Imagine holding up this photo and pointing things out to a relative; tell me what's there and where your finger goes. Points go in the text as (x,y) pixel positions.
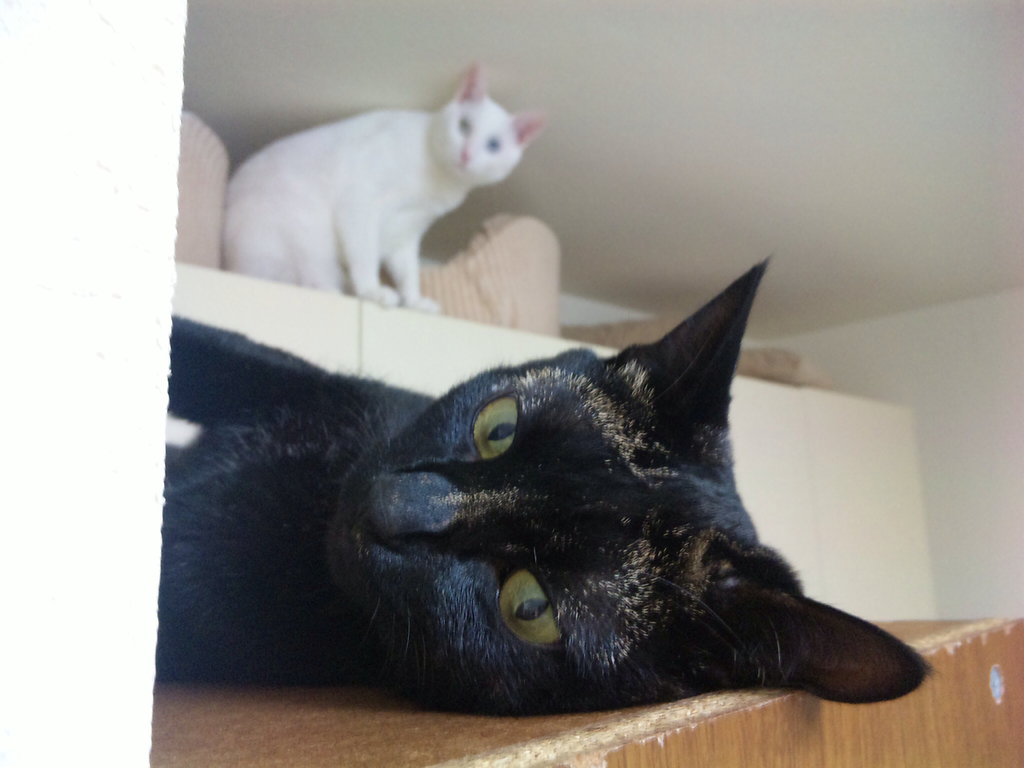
In this image I can see two cats (258,437) which are in white and black color. I can see one black color cat (510,557) is on the brown color surface (582,749) and another one is on the white color surface (347,358). And there is a white wall (972,375) in the back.
